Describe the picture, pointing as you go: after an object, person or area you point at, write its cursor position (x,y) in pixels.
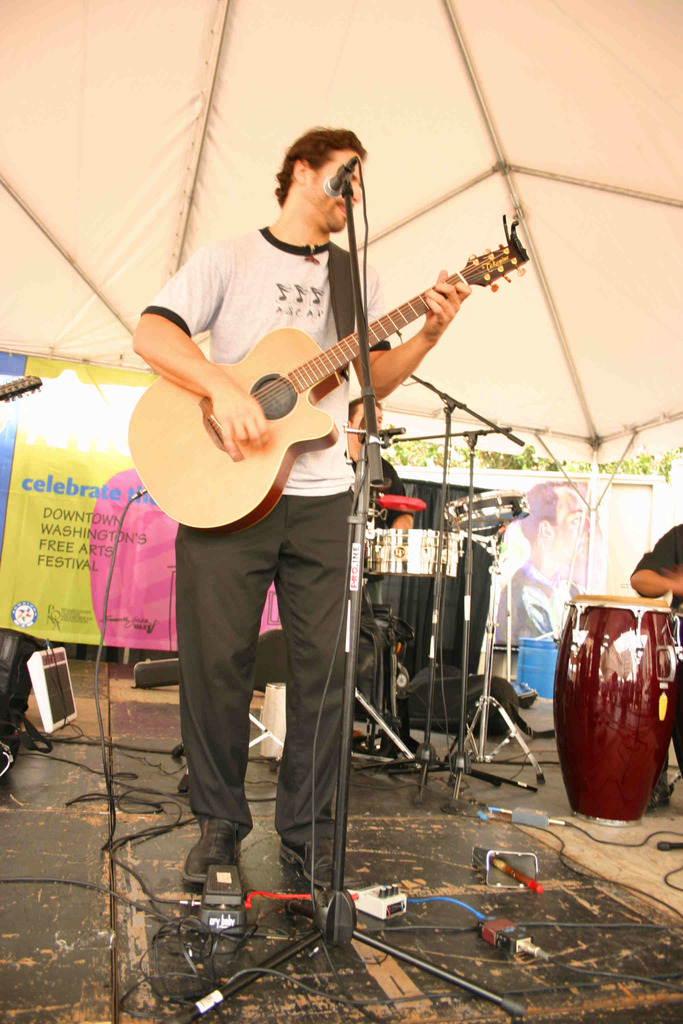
As we can see in the image there is a white color cloth (235,155), a man (313,295) standing over here and the man (260,410) is holding guitar (327,350) in his hand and there is a mike (349,226) and drums (625,723).
